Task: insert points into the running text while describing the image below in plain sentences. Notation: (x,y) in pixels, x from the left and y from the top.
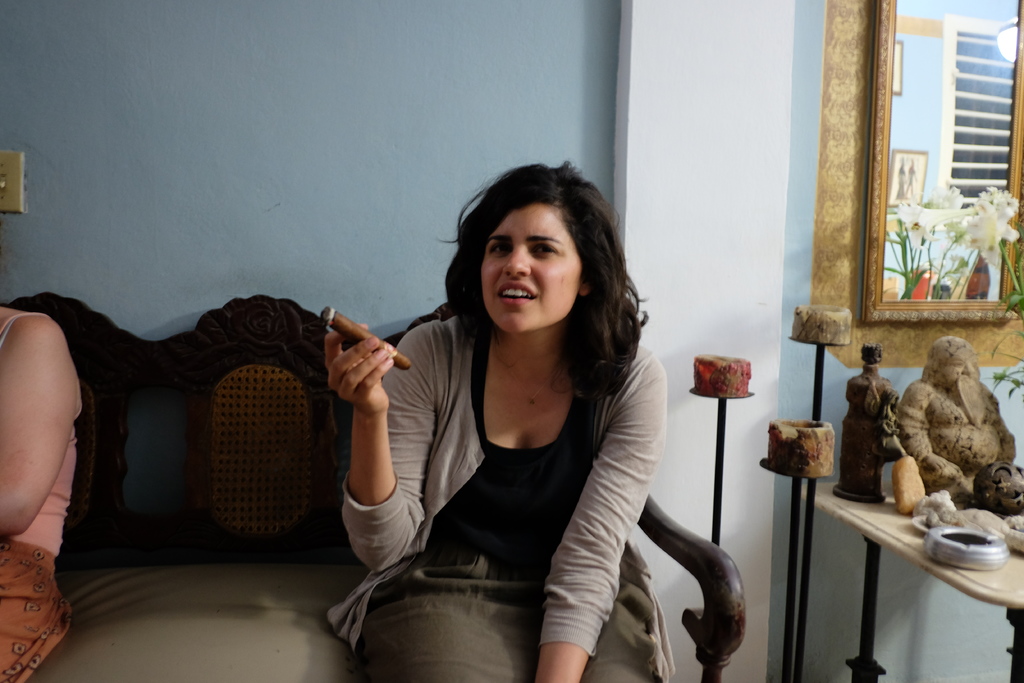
There is a woman (617,443) in gray color jacket (445,438), holding an object (342,319) with one hand (339,345) and sitting on a sofa (348,648), on which, there is another person (45,490) sitting. On the right side (915,441), there are statues (889,424) and other objects (930,543) on the table (993,593), near three stands (819,394) which are near a mirror (969,26) on the blue color wall (805,228), which is near a white color pillar (674,141). Back to the sofa (251,322), there is a blue color wall (275,106).
